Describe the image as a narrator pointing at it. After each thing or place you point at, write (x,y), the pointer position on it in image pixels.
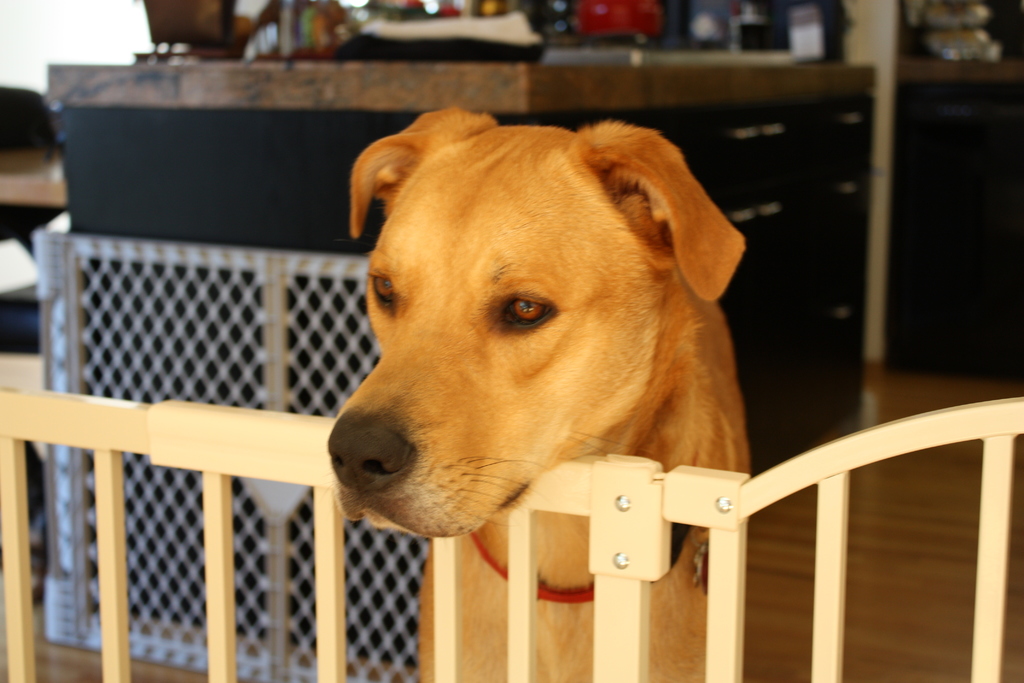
In this picture we can see brown dog (582,531), standing in the front (709,584). Behind there is a silver grill (295,623) and table (250,177). In the front (231,521) bottom side we can see the gate (225,505).
